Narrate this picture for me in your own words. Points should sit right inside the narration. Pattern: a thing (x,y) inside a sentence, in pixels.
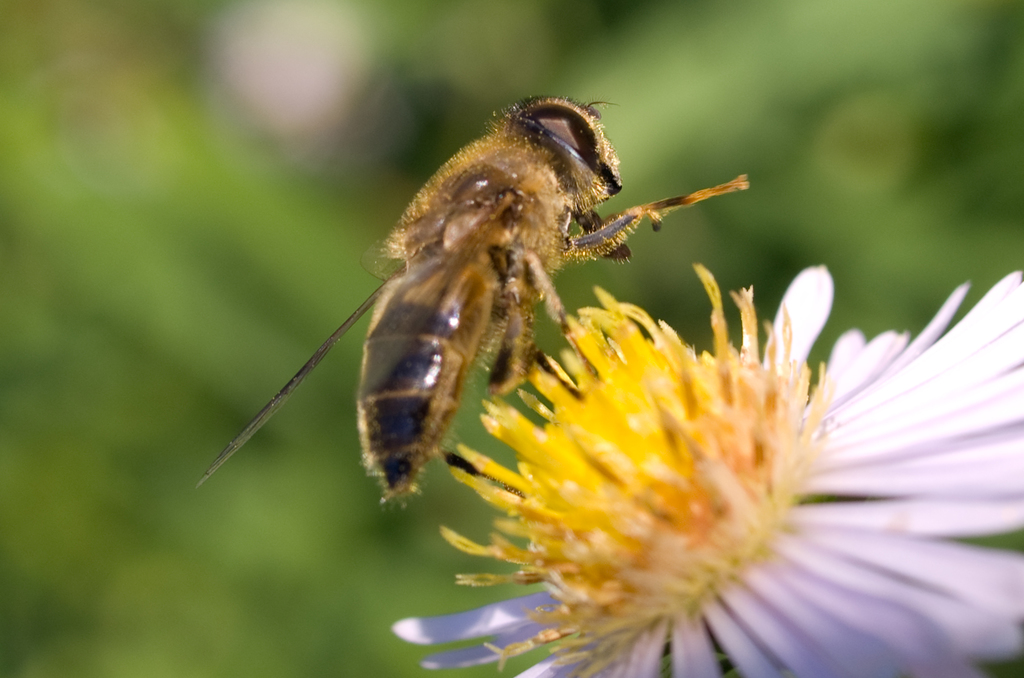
In the center of the image (419,289) we can see honey bee (428,354) on the flower (568,448).
